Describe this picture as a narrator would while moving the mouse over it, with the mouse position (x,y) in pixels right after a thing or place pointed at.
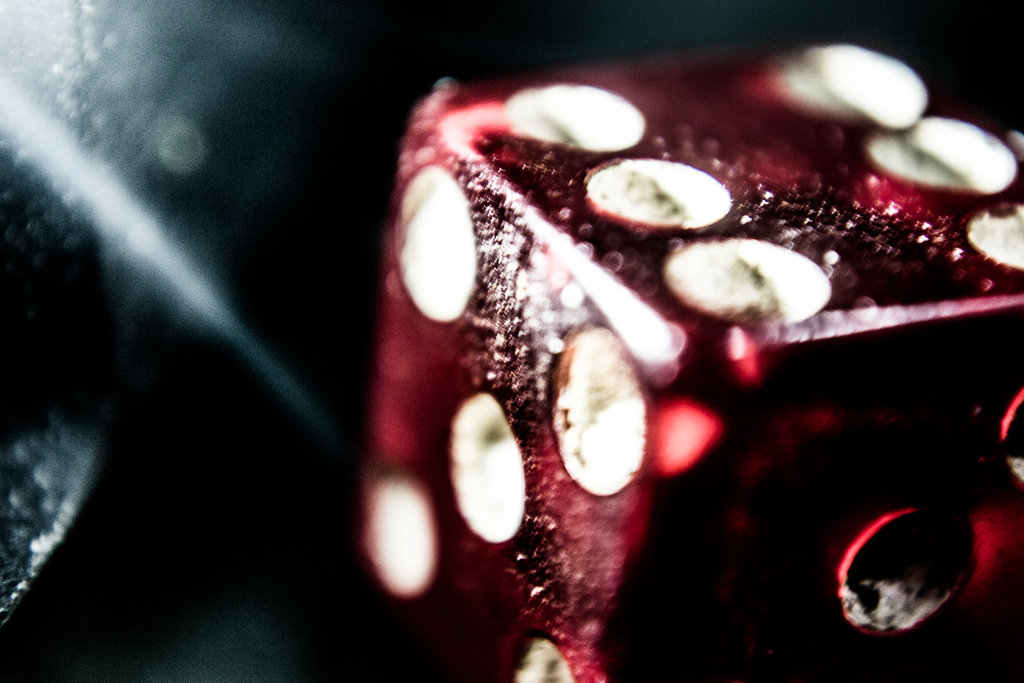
In the image we can see a dice (684,415), maroon and white in color and the background (204,159) is dark.
